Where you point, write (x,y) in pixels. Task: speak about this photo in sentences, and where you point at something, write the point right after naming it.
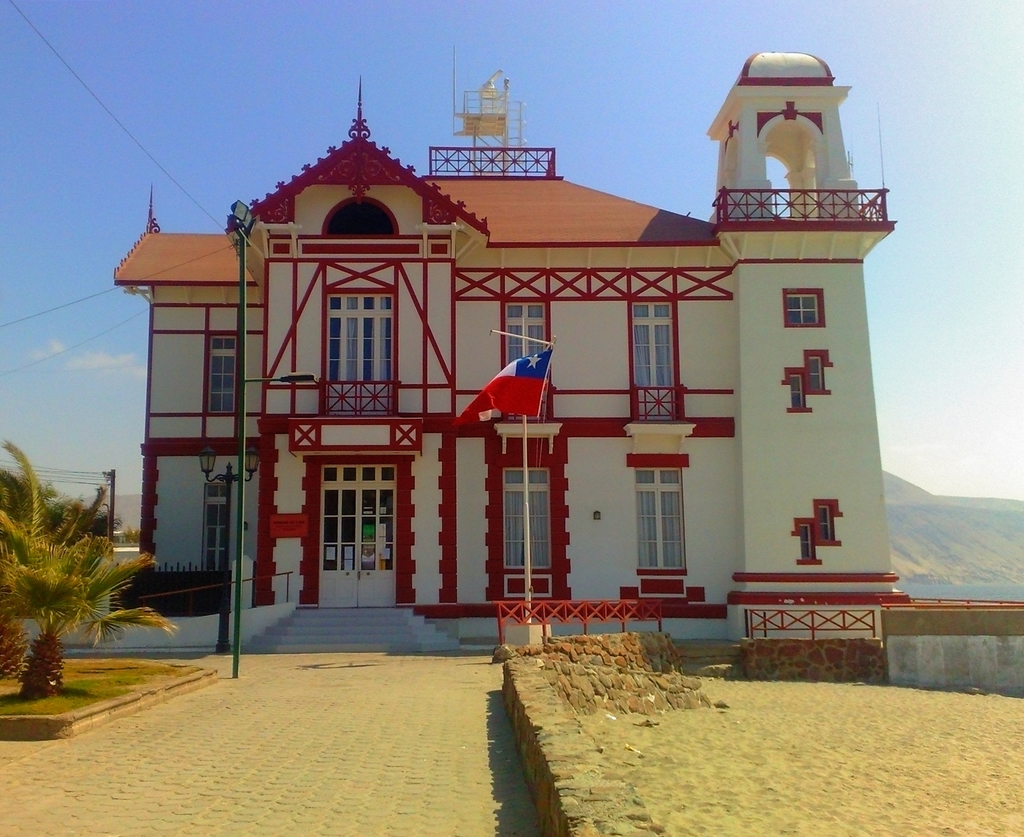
In this image we can see a building (382,378). In the foreground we can see a pole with lights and wire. On the left side (27,509), we can see a plant (10,667). Behind the building (893,587) we can see mountains (938,515). At the top (670,73) we can see the sky (382,122).
